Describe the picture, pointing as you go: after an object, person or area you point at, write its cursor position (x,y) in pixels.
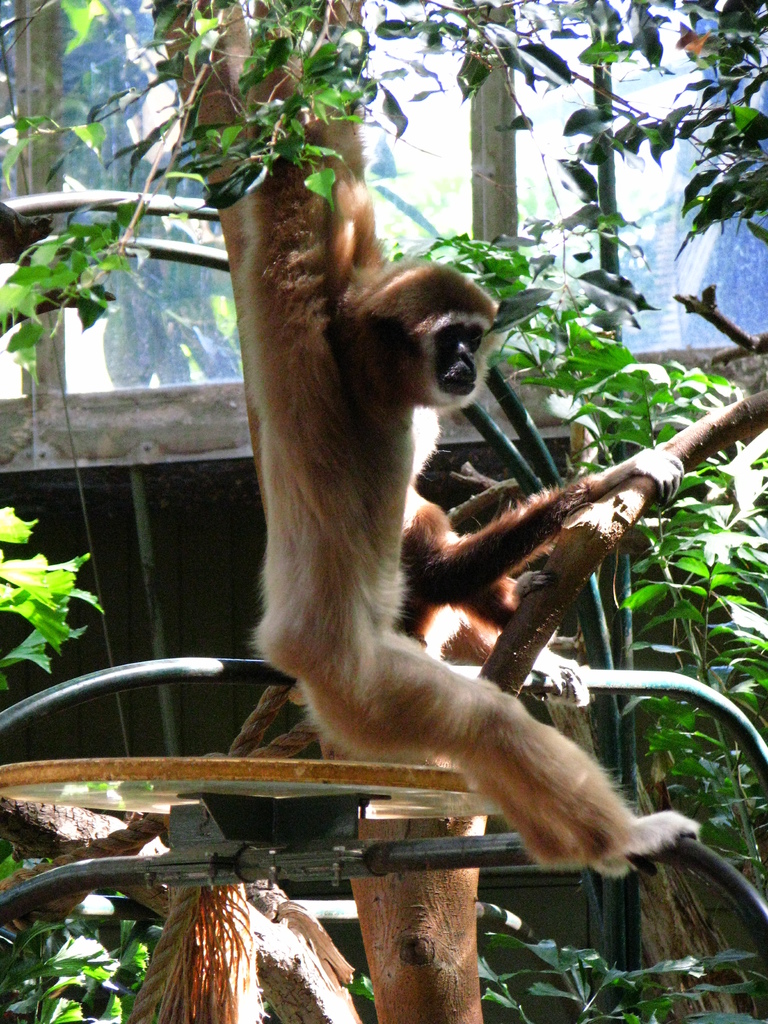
In this image, in the middle (426,386), we can see a monkey (402,364) hanging on the tree (353,103). In the background (44,503), we can see some trees (321,55), plants (655,1002), wall (12,478).
